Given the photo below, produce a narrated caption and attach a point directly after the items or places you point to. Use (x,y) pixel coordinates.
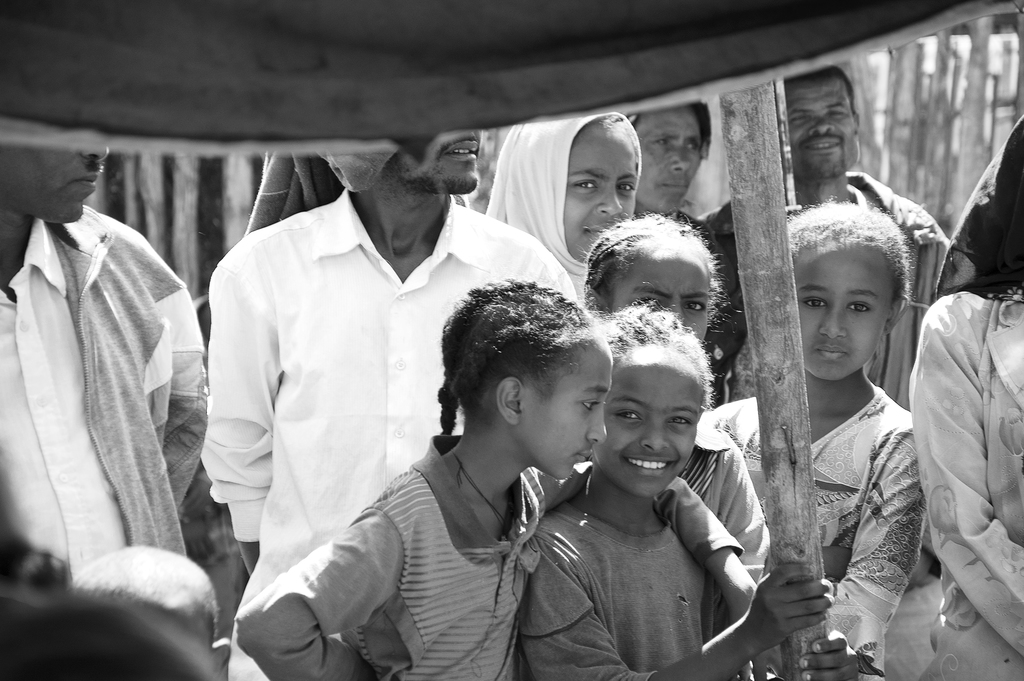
In this picture there is a group of girls (529,397), smiling and looking into the camera. Behind there are some persons (122,263) looking in the image.
